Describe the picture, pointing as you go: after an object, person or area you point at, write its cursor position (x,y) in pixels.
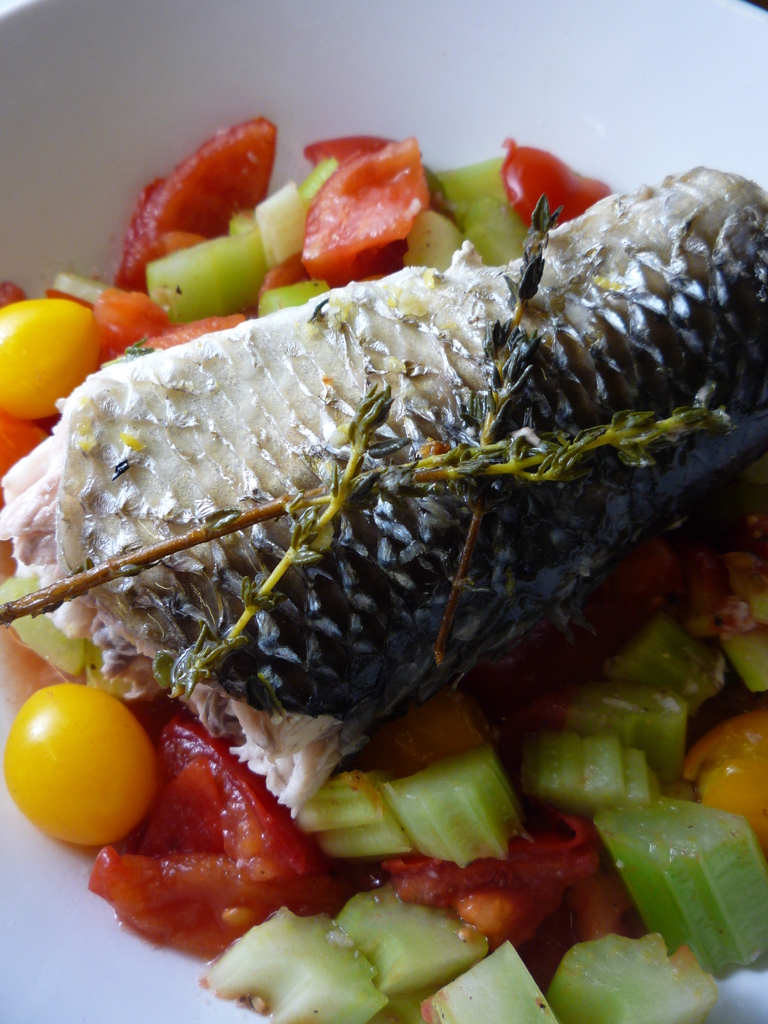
In this image we can see vegetable food items (217,280) and there is a meat (475,371) on it in the plate (113,236).
